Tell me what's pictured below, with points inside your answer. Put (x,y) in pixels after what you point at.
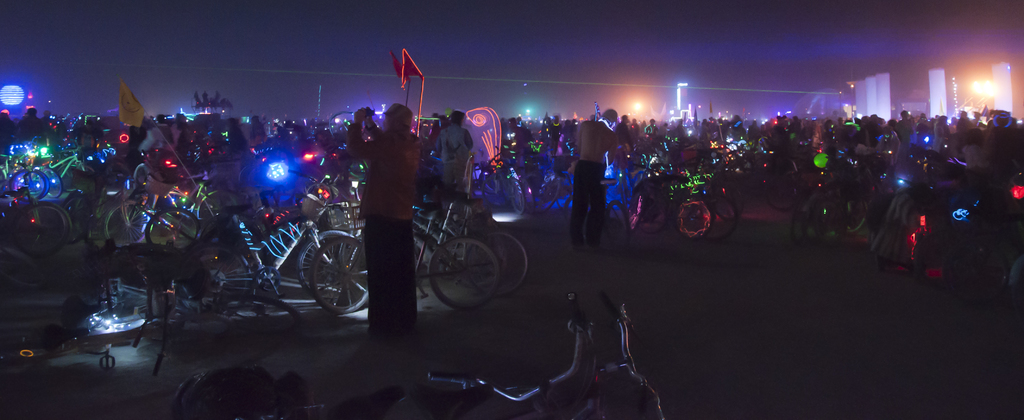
In the center of the image (390,158) there are many people (4,131) and bicycles (475,205). This image is taken at the nighttime. There is a flag (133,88) in the image.
